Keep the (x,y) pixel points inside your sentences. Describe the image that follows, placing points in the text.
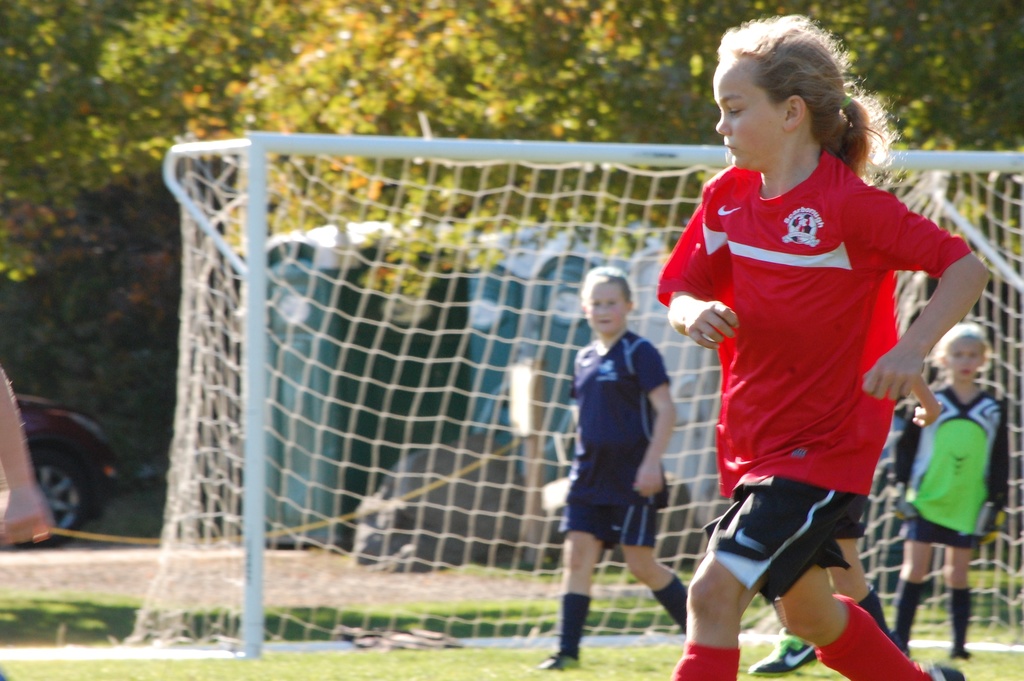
In the image there are many girls (771,315) in jersey (840,418) and shorts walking on the grass field (108,658) and behind there is a goal post (262,217) and in the background (453,79) there are trees (384,74).
